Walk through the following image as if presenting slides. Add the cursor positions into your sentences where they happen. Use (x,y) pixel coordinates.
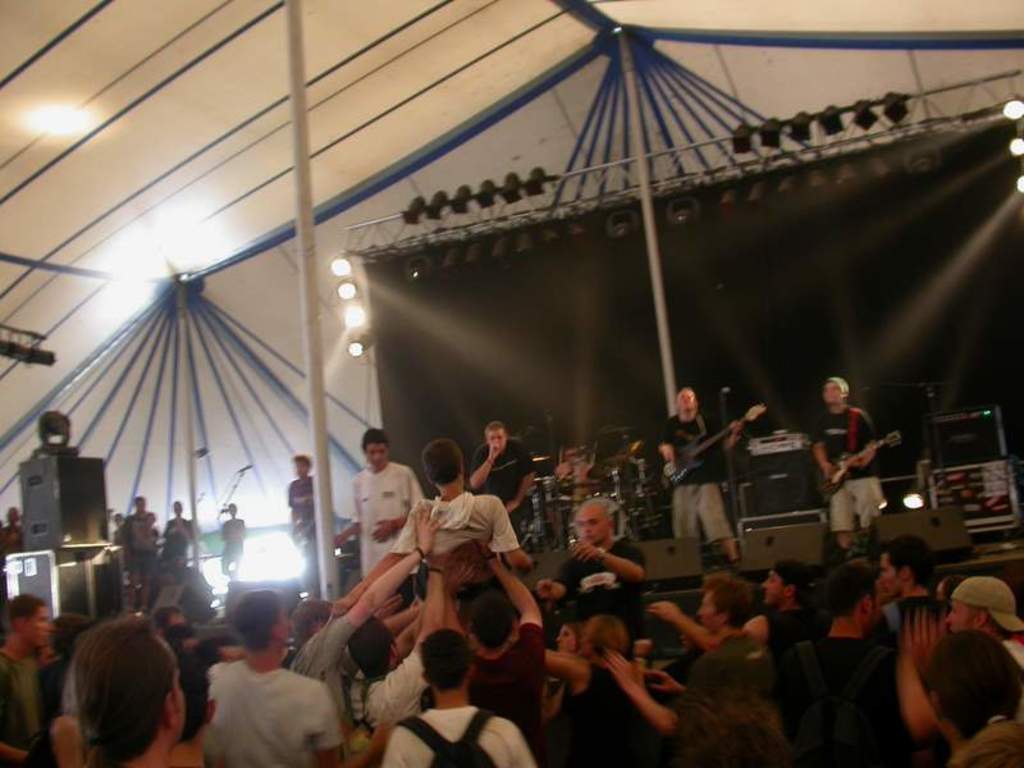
In front of the image there are a few people (695,651) standing and there are a few people (404,585) lifting the person (451,534). There are some musical instruments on the stage (703,493). There are two people (842,456) playing a guitar (834,472). There is a person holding the mike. On the left side of the image (57,491) there are speakers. On top of the image (910,99) there are lights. There is a roof top (873,46) supported by metal rods (307,347).
